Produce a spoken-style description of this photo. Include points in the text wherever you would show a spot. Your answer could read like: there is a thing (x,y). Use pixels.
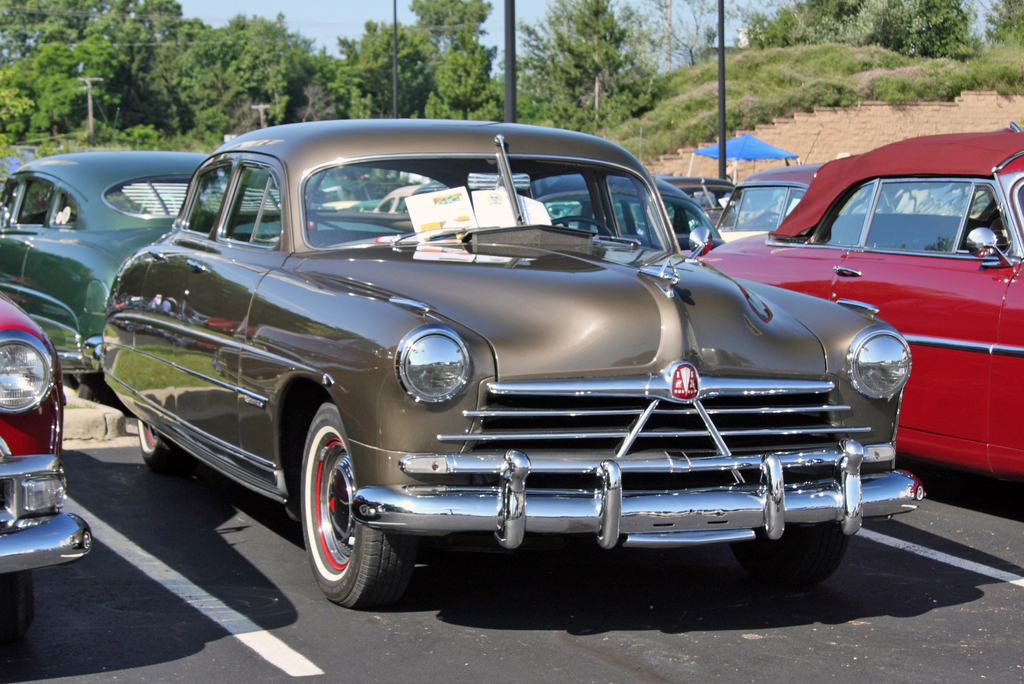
In this picture we can see the cars (456,379). In the background of the image (26,12) we can see the trees (23,51), poles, tent (781,155), wall (814,151), plants (863,97). At the bottom of the image (454,586) we can see the road (478,579). At the top of the image (295,24) we can see the sky (335,45).
